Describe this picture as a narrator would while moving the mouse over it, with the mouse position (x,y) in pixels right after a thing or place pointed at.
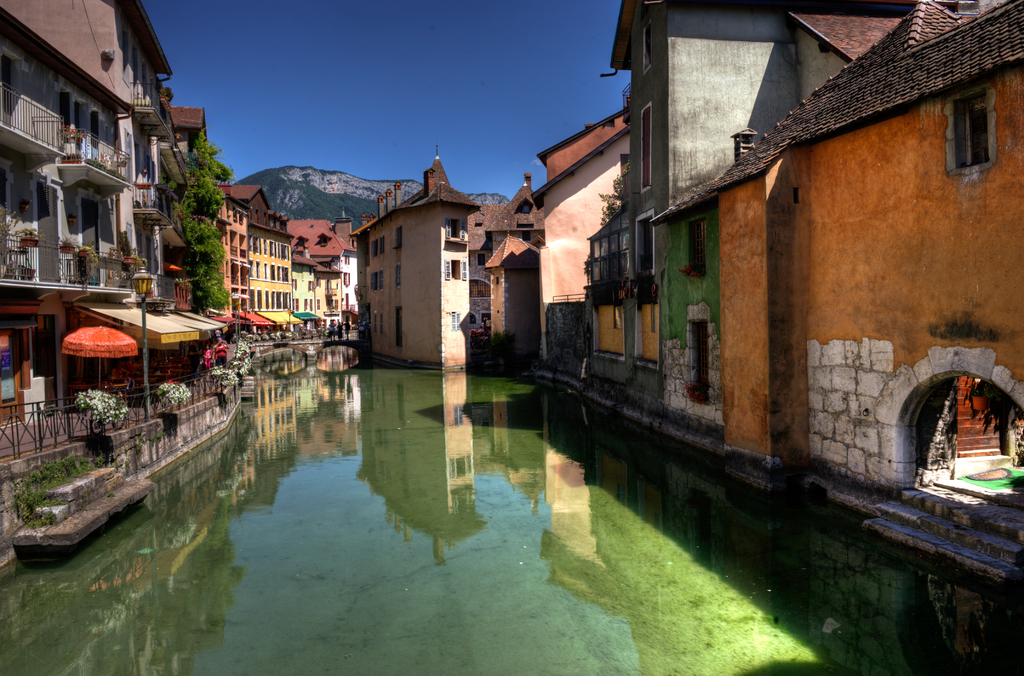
In this image, we can see some buildings (459,226), poles (146,373), sheds (204,320), plants (243,358), hills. We can see the fence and some water (284,477) with the reflection (432,441). We can see an umbrella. We can see the sky (494,40).
